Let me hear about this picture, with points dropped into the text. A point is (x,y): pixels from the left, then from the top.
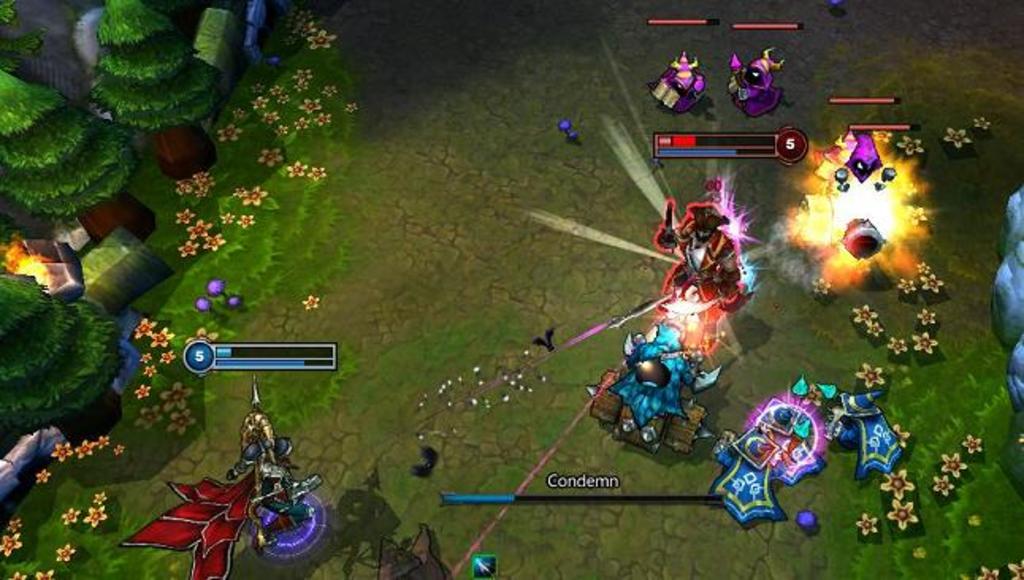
Here we can see an animated image, on the left side (220,244) there are some trees (75,156), flowers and fire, there is some text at the bottom (554,472).
